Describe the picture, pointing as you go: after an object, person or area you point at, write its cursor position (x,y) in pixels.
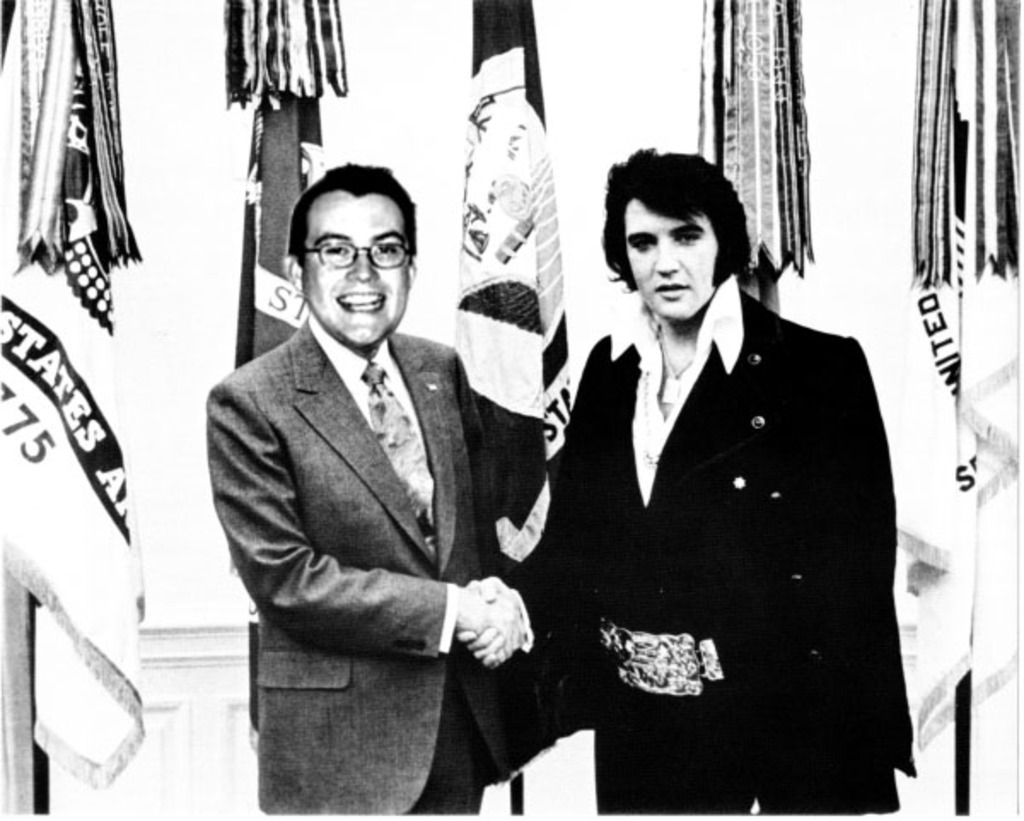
This is a black and white image and here we can see people (606,366) standing and holding hands (515,633) and one of them is wearing glasses (326,262). In the background (154,117), there are flags (76,101) and there is a wall (132,150).
